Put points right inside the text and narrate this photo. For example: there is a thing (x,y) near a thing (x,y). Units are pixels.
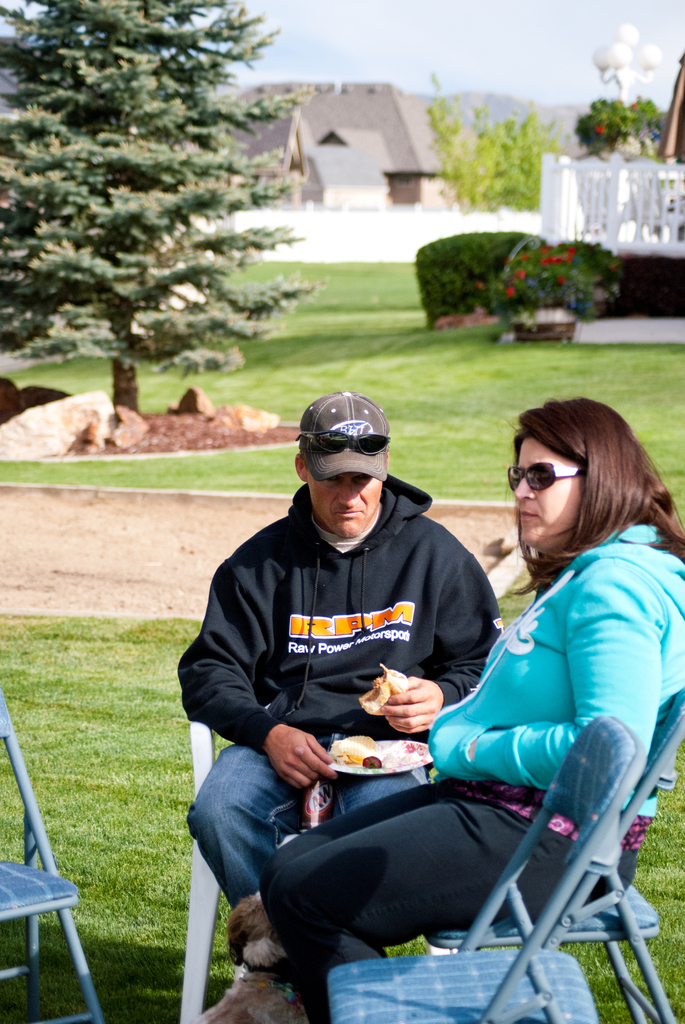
In this image, we can see a man (353,594) and a woman (618,672) sitting on the chairs (672,1016), in the background (115,306) there is green grass (346,359) on the ground (261,359), there are some green trees (178,261), at the top (406,8) there is a sky (401,28).
